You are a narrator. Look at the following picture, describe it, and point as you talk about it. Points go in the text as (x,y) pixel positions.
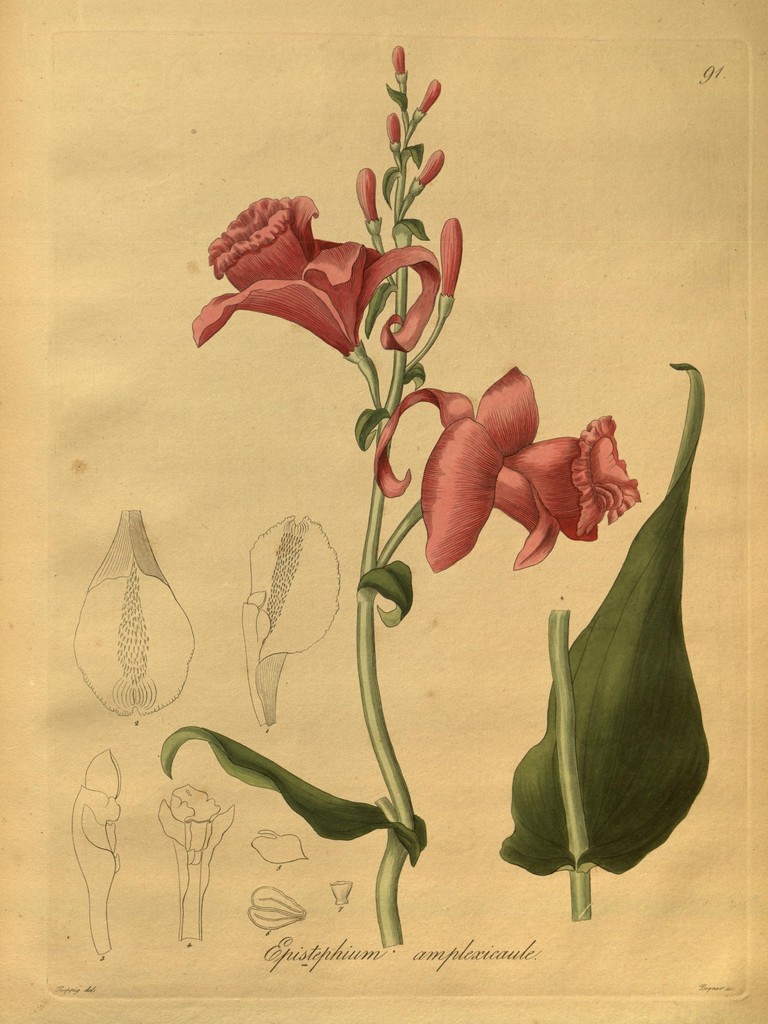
In this image I can see the drawing (570,345) of the flowers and some leaves (360,439).
